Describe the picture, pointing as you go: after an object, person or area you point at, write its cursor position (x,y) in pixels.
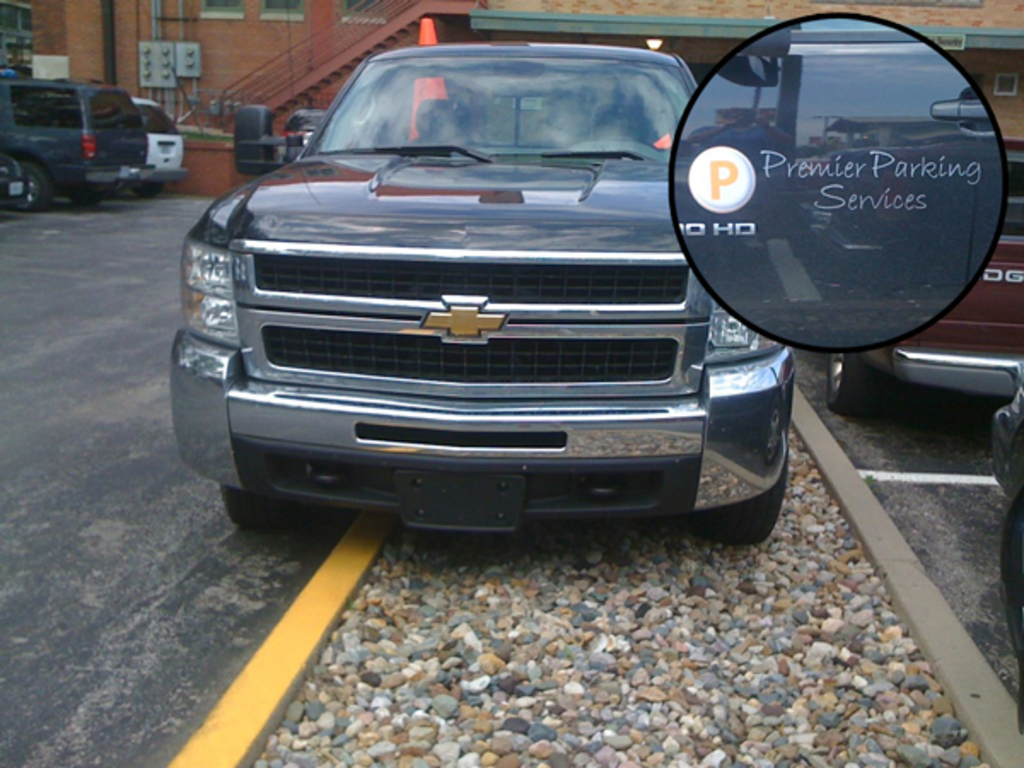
In this picture we can see few vehicles (279,362) are placed on the road (54,408), we can see stones (626,706) on the road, behind we can see buildings (121,59).
